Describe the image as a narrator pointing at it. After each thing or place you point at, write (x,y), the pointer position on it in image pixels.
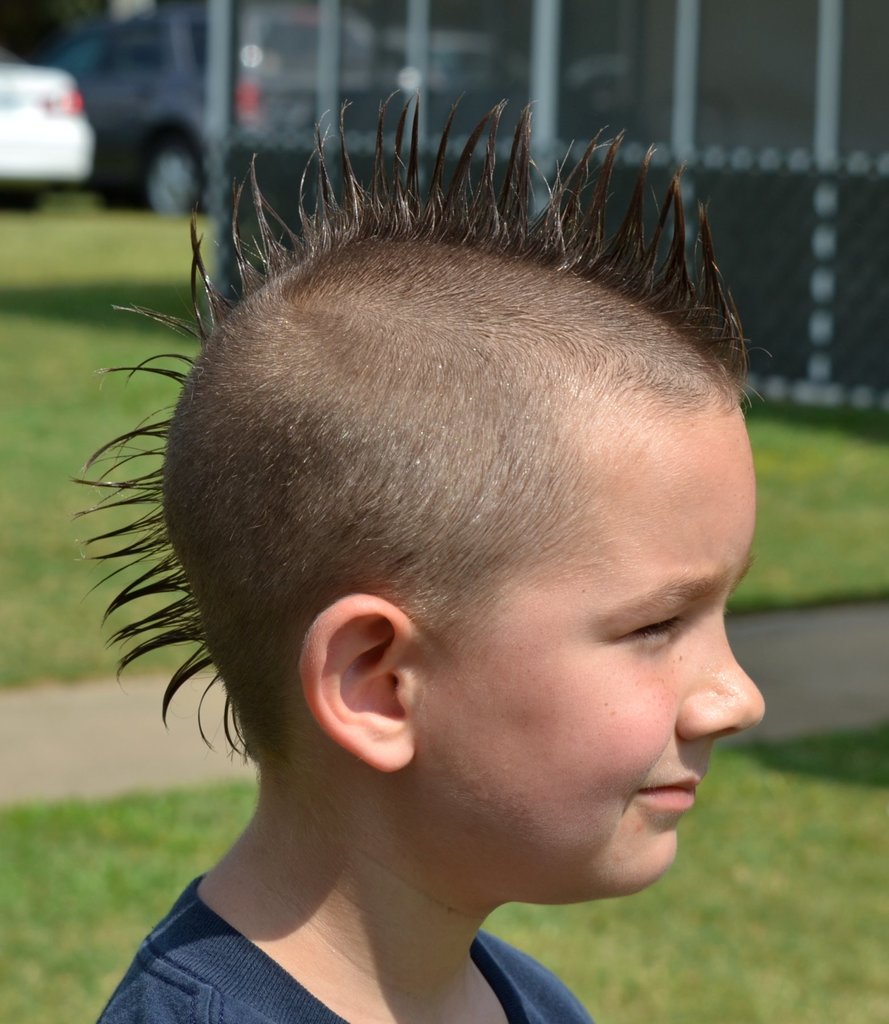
In the picture we can see a boy (562,880) standing with a funky hairstyle (712,345) and wearing a blue T-shirt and in the background (20,314), we can see a grass surface (90,298) and a wall (271,202) and we can also see some cars (165,121) are parked.
